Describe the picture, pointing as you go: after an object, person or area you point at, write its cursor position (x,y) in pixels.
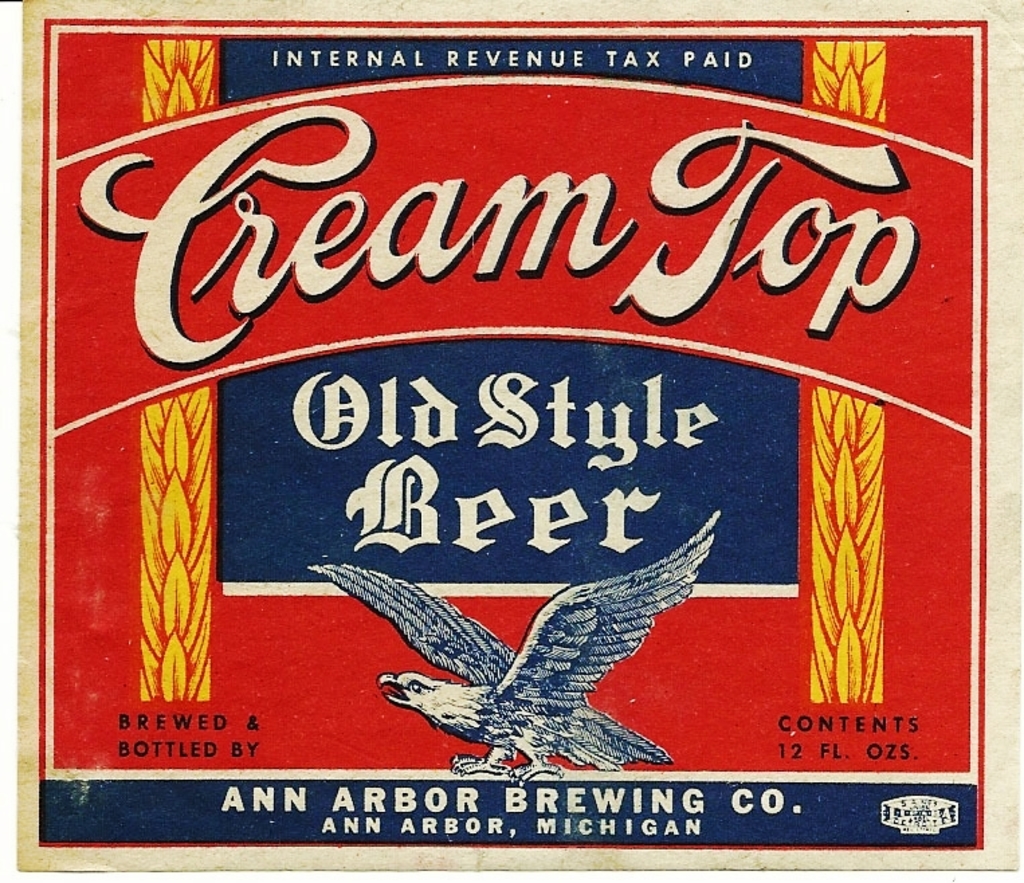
There is a poster (261,497) having an animated image (489,687) of a bird (496,678), white color texts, yellow color designs (837,645) and other colors texts (840,727). And the background of this poster (111,305) is red in color.
